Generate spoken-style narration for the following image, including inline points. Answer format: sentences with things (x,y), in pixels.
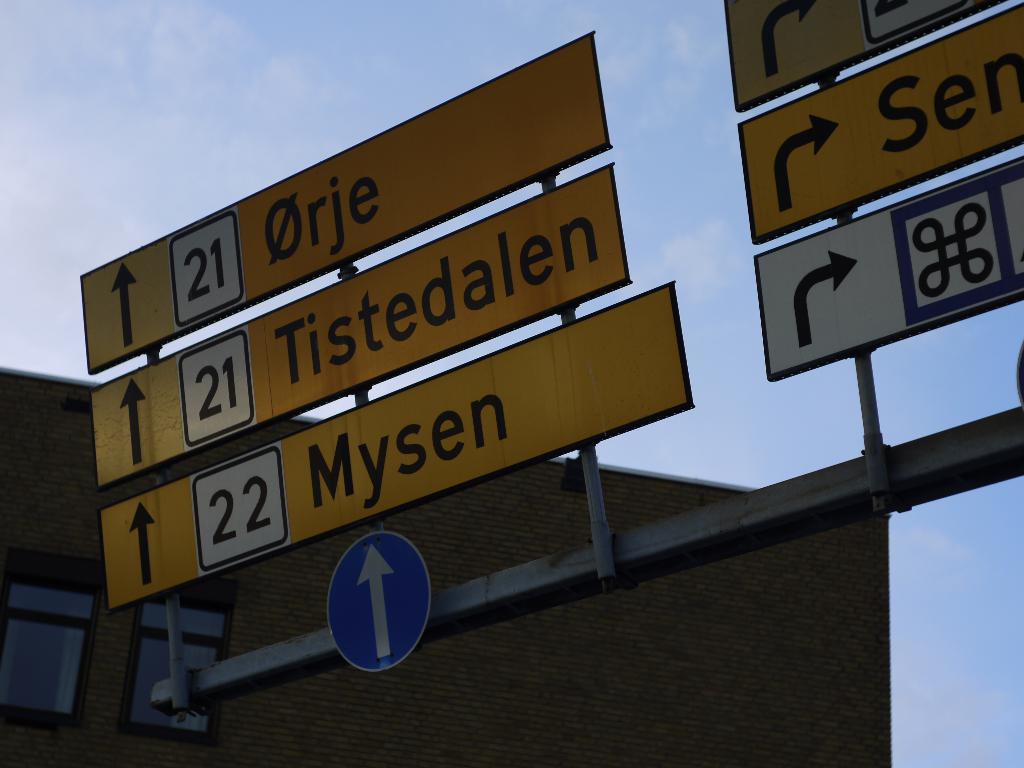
In the image in the center (507,374), we can see sign boards (457,369) and we can see something written on it. In the background (53,104) we can see the sky (53,104), clouds (45,92) and building (845,583).
